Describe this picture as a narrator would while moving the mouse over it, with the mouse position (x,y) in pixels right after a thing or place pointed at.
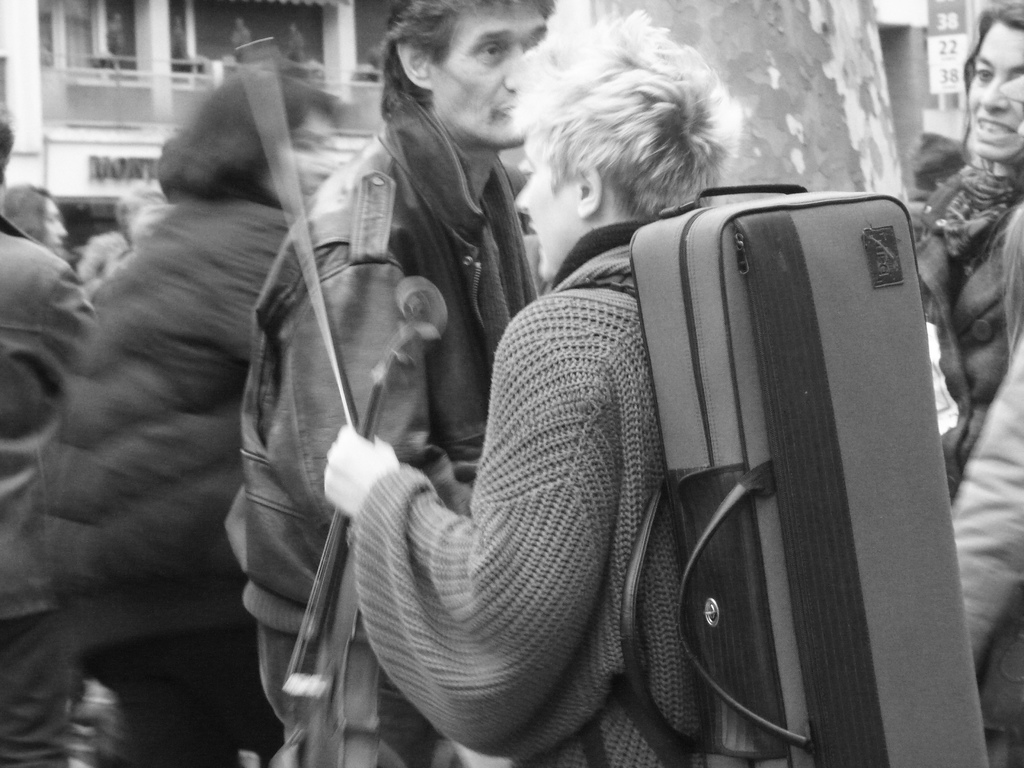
In this image I can see group of people (155,329). In front (676,417) the person (660,459) is holding few objects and I can also see the bag (820,320). In the background (178,104) I can see the building (153,100) and the image is in black and white.
